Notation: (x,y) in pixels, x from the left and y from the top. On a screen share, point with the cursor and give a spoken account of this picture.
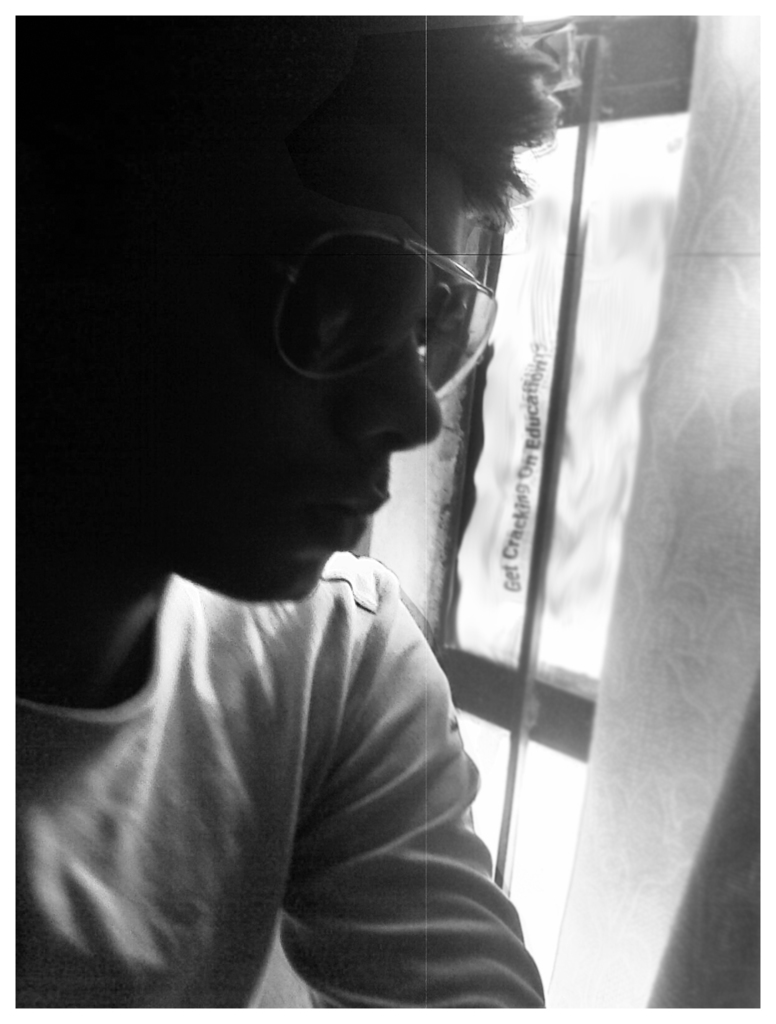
In this image there is a person (367,486), behind the person (275,469) there is a wooden glass door (613,522).
